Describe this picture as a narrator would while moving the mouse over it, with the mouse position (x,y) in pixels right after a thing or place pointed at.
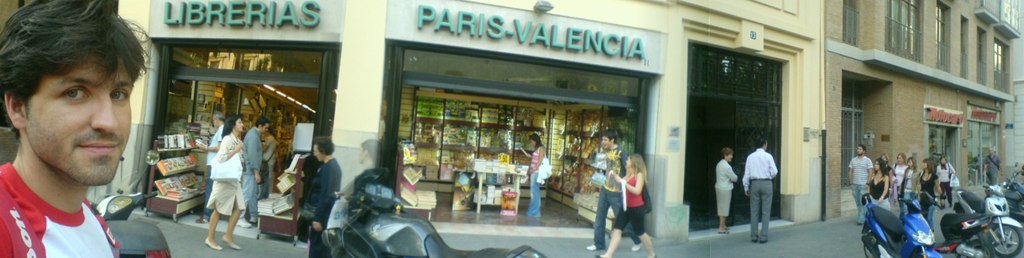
In this image I can see the building (411,191). To the side of the building (566,230) there are many people (720,182) with different color dresses (34,225). I can also see the motor bikes (941,248) to the side of these people (931,216). These are colorful. I can see something is written on the buildings (397,39). And there are many objects (449,146) inside the shop (489,141).
